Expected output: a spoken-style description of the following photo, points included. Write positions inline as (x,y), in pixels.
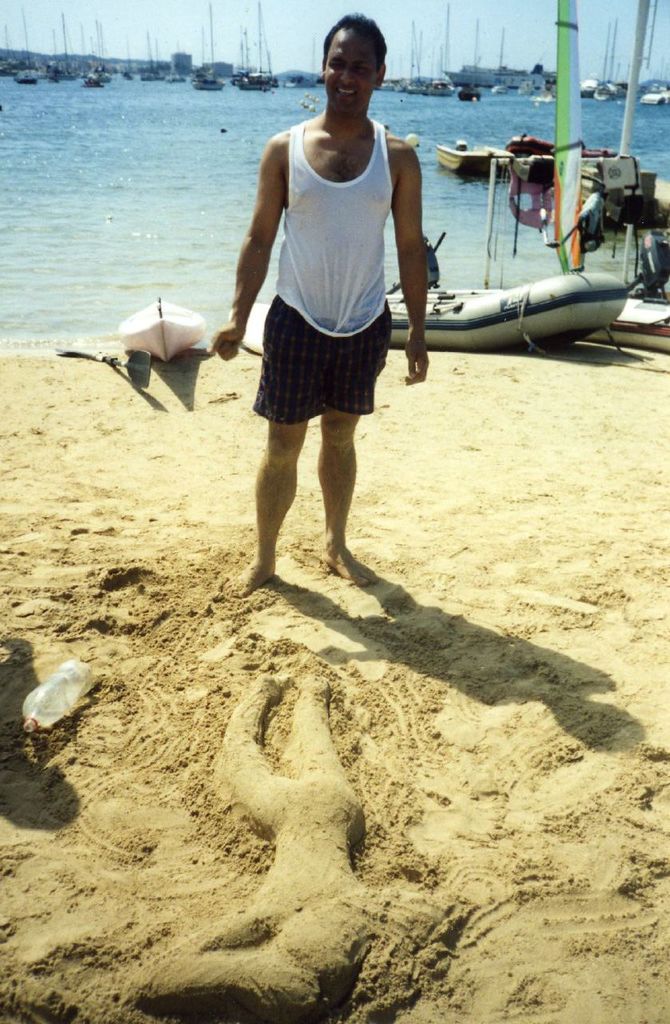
In this picture there is a man (355,62) standing and smiling and we can see bottle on the sand (171,701) and sand art (310,942), behind him we can see boats (436,255), pole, flag (571,258) and water (90,332). In the background (509,58) we can see boats (502,73), poles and sky (378,11).
